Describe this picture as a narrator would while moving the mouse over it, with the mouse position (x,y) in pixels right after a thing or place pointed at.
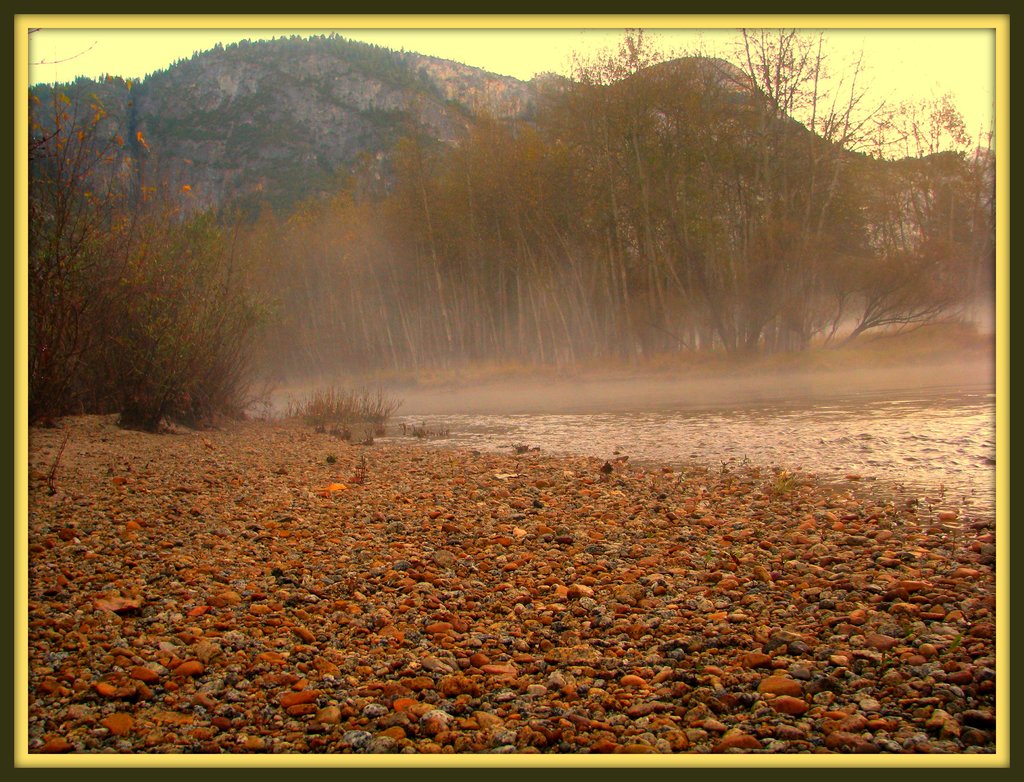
This picture is an edited image with the borders (972,29). In the foreground (618,600) we can see the gravel (508,600) and the ground (586,532). In the center (348,413) we can see the plants (348,415), a water body (714,406) like thing and the grass (834,348). In the background (891,77) we can see the sky (920,69), rocks (528,119) and the trees (531,230).
